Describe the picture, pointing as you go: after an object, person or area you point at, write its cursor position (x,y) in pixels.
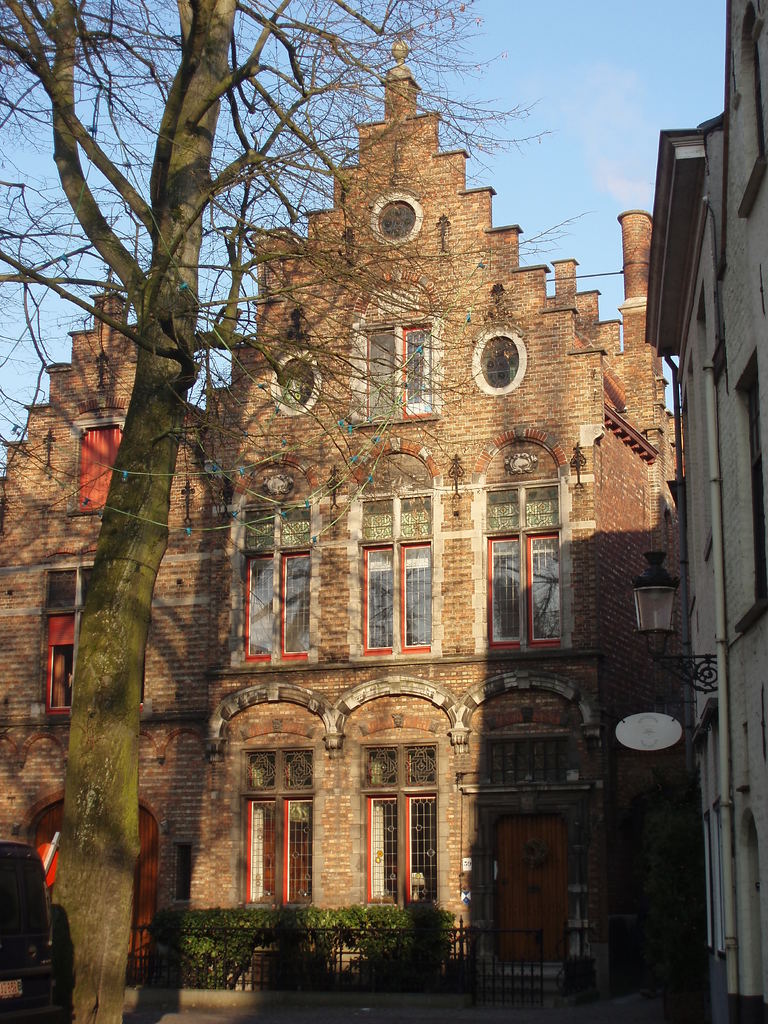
In this image there is a tree (95,735), in the background (159,604) there are buildings (603,426), plants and the sky (483,185).
